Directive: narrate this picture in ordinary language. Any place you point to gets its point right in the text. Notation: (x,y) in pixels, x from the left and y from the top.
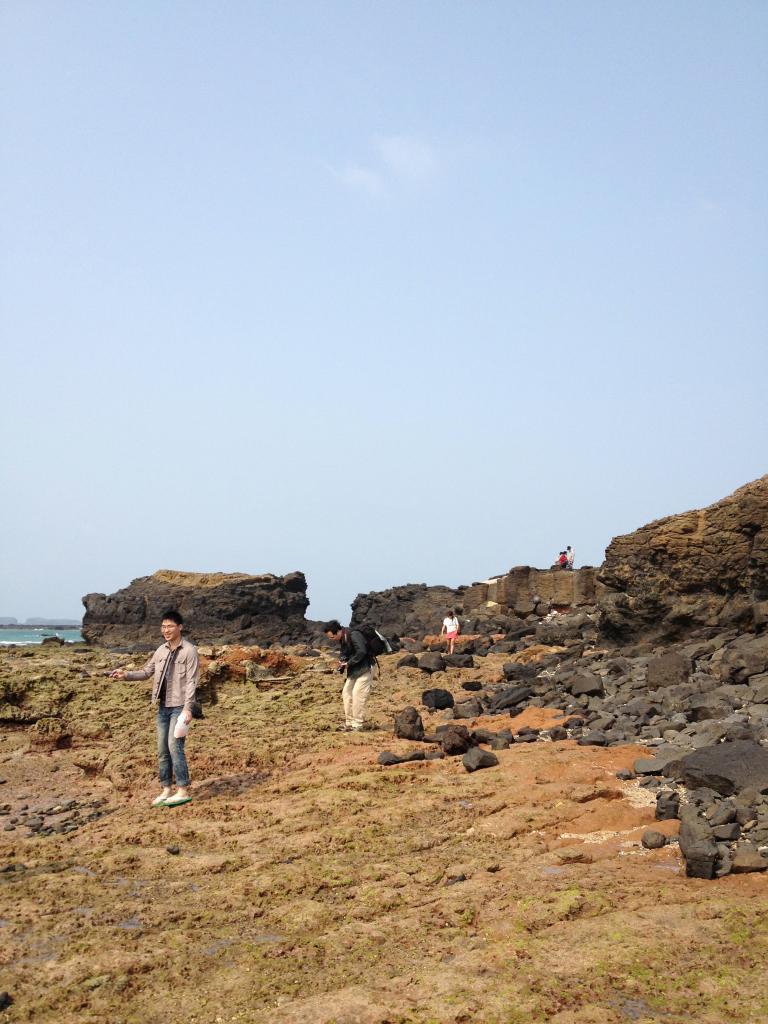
The picture is taken in a hilly area (221,900). In the foreground of the picture (375,853) there is soil (579,889). In the center of the picture (484,620) there are rocks (680,706), soil (307,677) and people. In the background (504,586) there are two people (564,566) sitting on a rock (517,591). On the left (36,630) it is looking like a water body (6,641). At the top (445,230) it is sky (351,209).
